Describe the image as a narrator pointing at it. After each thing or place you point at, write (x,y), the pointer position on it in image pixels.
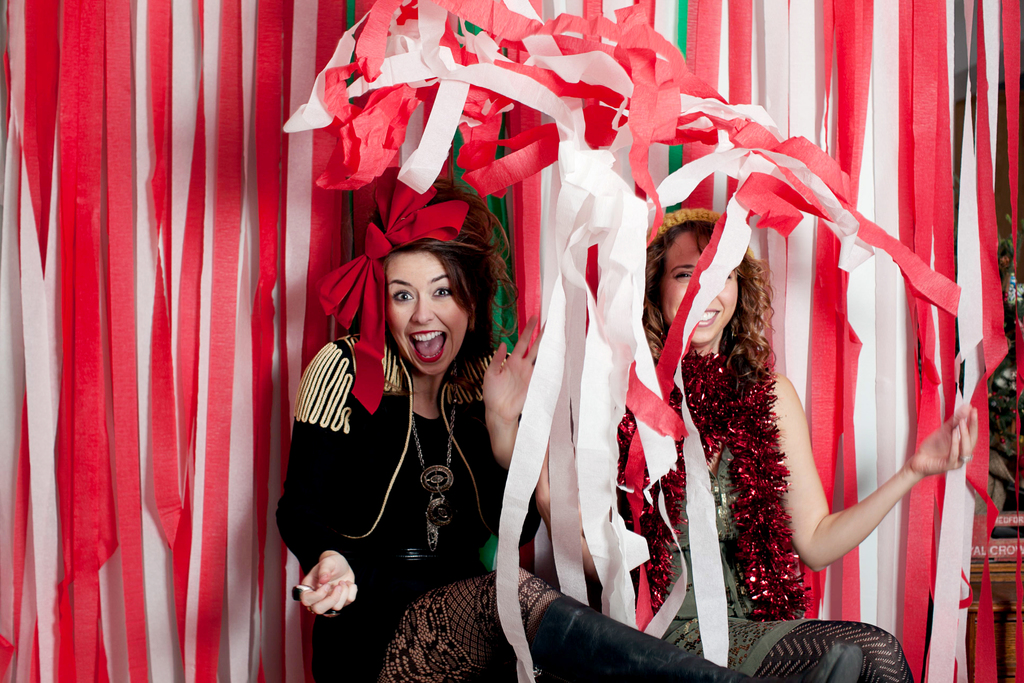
In the picture we can see two women (436,566) are sitting with different costumes (428,638) and they are laughing and behind them, we can see a wall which is decorated with red and white ribbons (841,78).
